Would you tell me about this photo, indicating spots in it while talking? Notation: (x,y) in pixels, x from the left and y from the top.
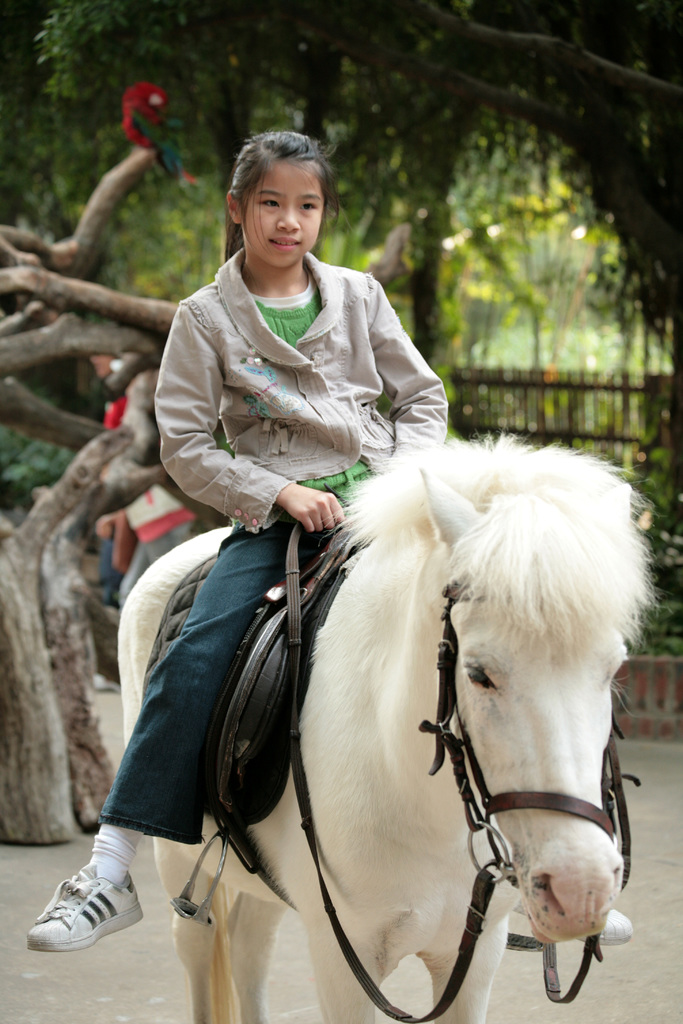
This image consists of a white horse (485,721). On that there is a girl (167,679) sitting. There are trees (44,188) at the top (344,223).
